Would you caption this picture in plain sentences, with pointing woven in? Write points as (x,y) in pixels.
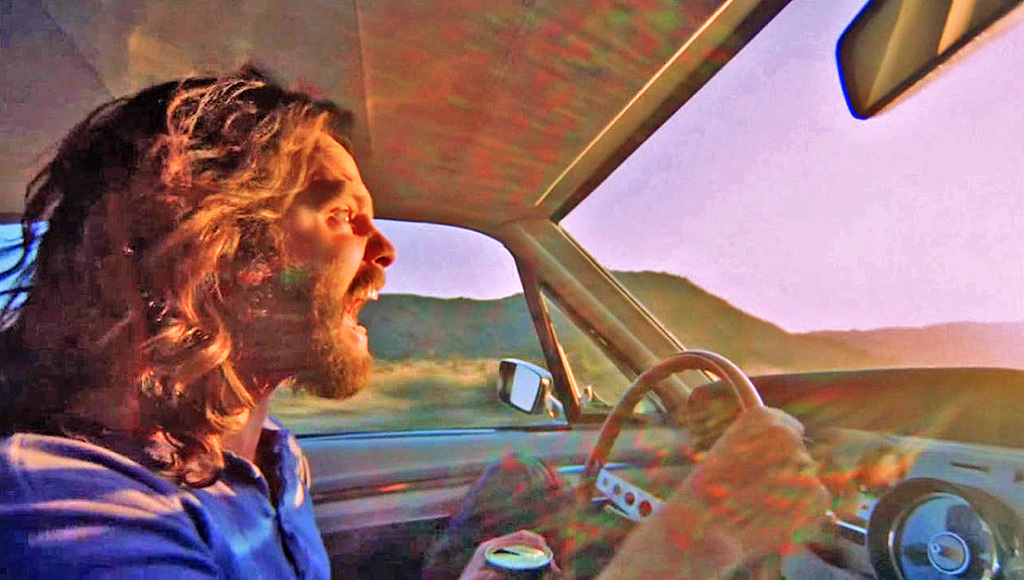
In this image i can see a person (252,461) driving the car (602,494). In the background (477,344) i can see mountains (473,322) and the sky (700,207).
